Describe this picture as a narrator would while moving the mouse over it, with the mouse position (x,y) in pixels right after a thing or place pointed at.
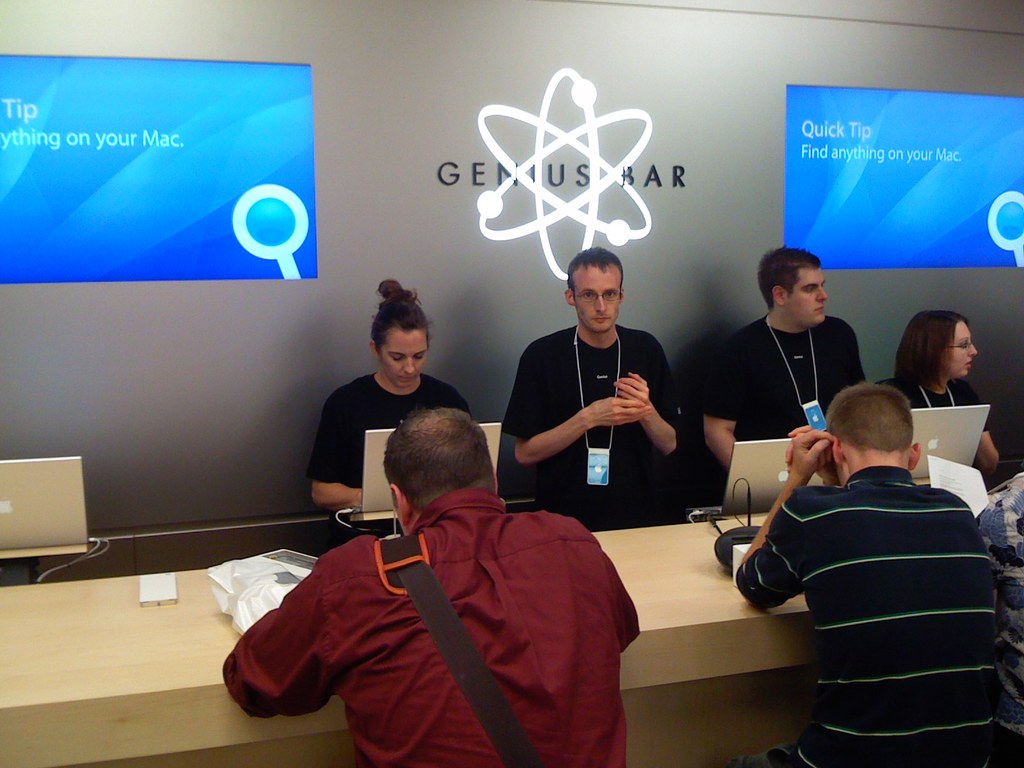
In this picture we can see a group of people (547,660), here we can see a platform (789,700), laptops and some objects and in the background (979,238) we can see screens (973,113).
